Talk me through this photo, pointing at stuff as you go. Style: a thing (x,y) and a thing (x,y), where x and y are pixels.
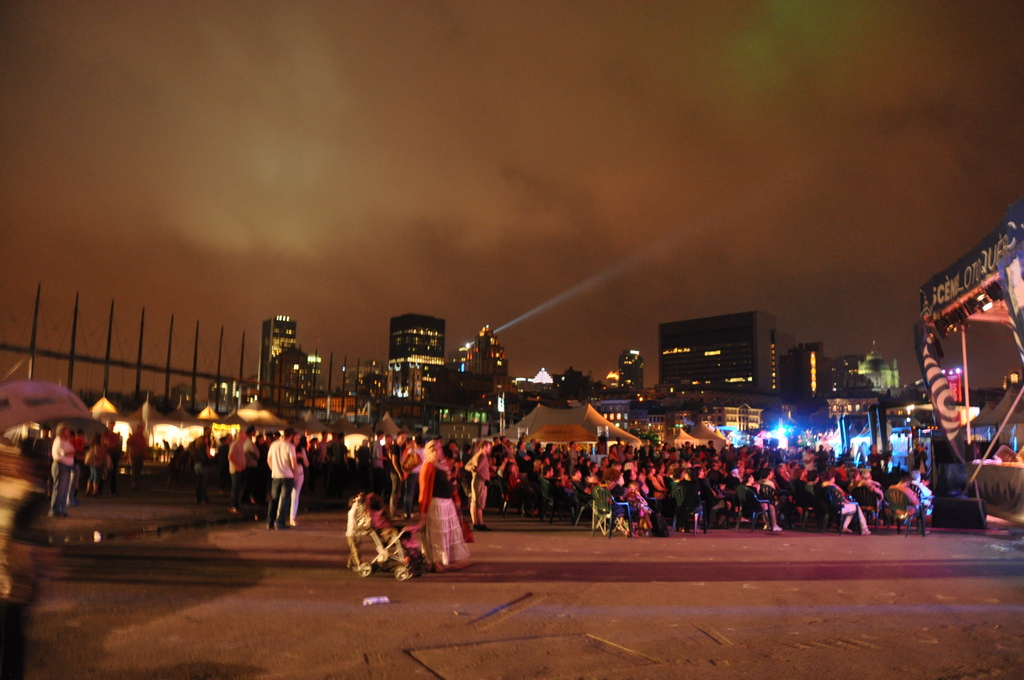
In this image I can see few people (448,479) standing and few people (690,498) are sitting on chairs (607,515). Back I can see tents (554,438), buildings (364,405), lights (773,429), banners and poles (140,353). The sky (218,345) is cloudy.
